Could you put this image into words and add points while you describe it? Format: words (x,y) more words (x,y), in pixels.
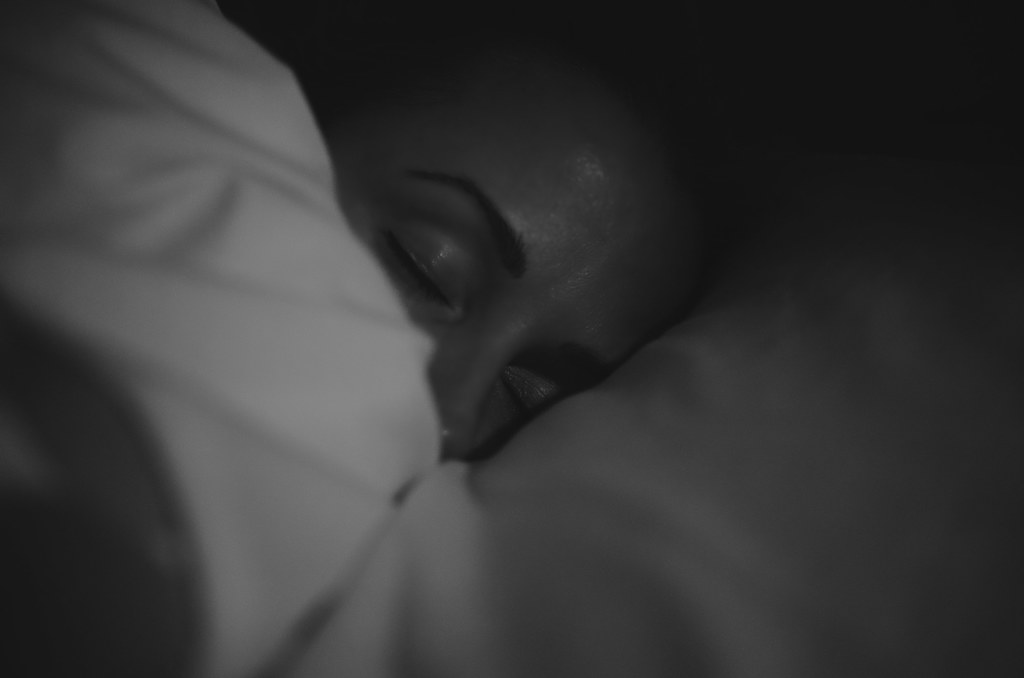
This is a black and white picture. I can see a cloth (440,457) and a person (610,81).
